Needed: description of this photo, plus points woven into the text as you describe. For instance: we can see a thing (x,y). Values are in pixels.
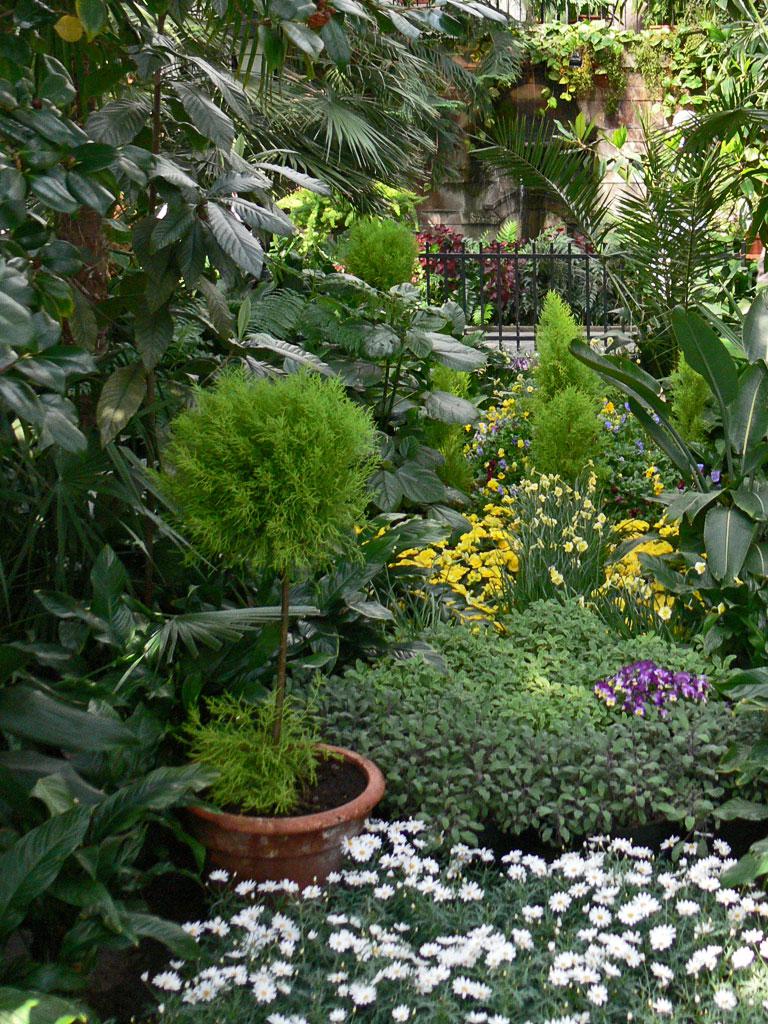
In this image I see number of plants (689,793) and I see flowers (518,372) which are of white, violet and yellow in color and I see the fencing (499,279) over here and I see the wall (594,103).
